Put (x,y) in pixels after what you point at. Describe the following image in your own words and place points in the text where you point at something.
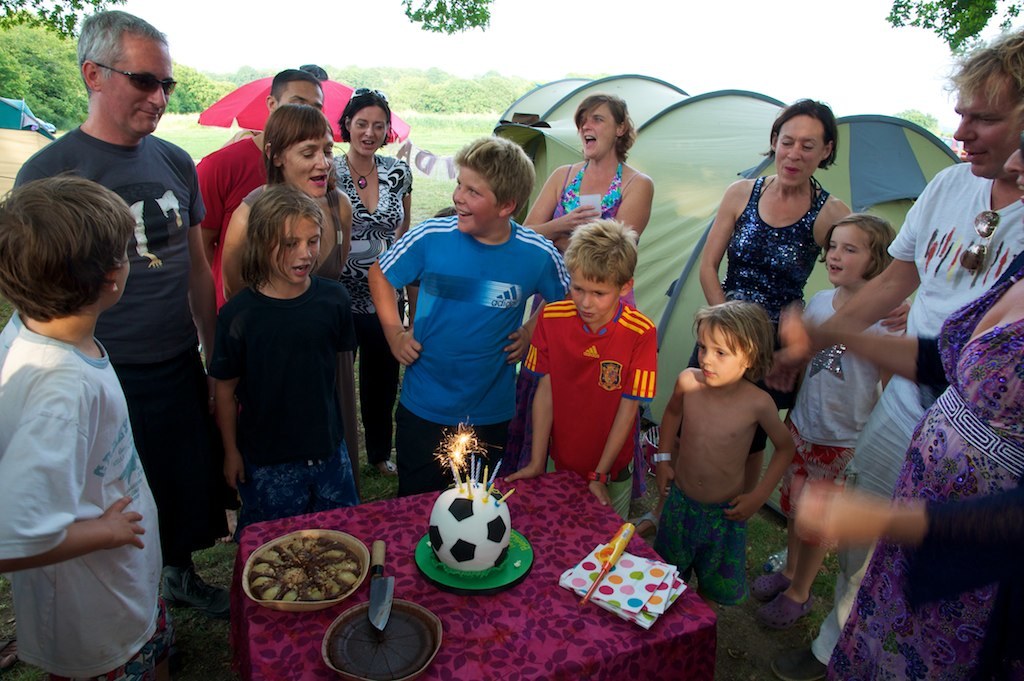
In this picture it seems like there is a cake cutting birthday party going on. There is a table (538,565) on which there is a cake (499,535) and candles (463,488) on it. There are people (347,136) standing around the table (562,515). On the table (498,643) there is knife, cover (634,593), plate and sweets (308,565) in it. At the background (547,130) there are tents (682,124), trees (27,51) and grass (175,129).
